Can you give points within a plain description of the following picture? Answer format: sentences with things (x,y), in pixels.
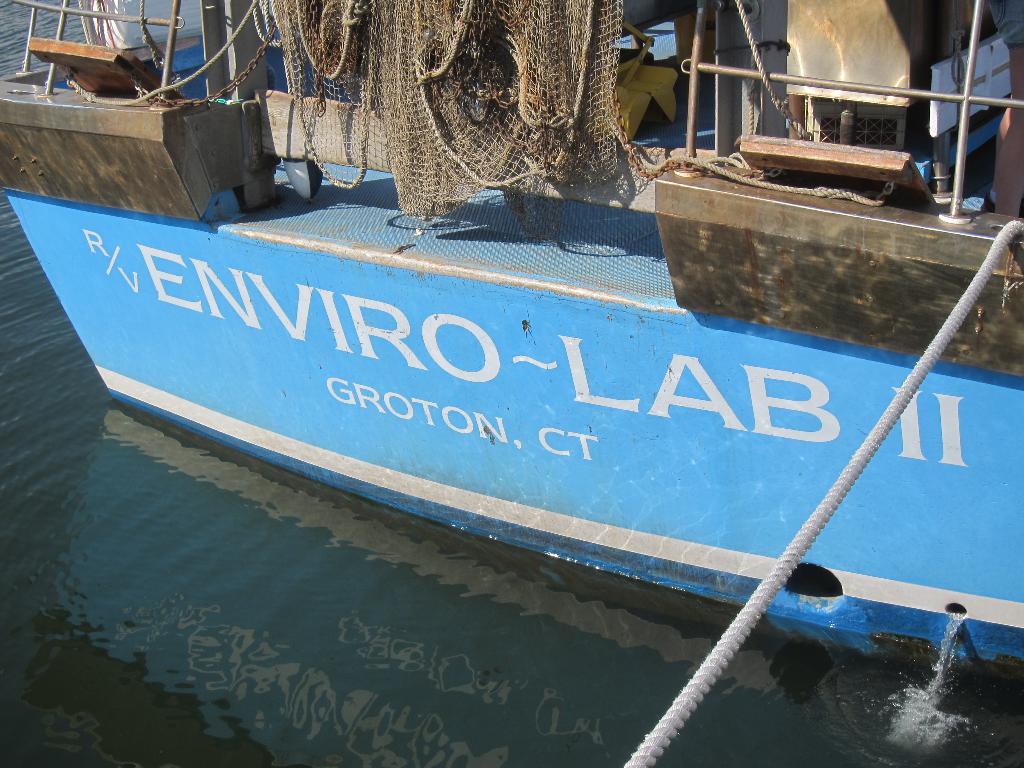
In this image at the bottom (142,613) there is a sea (99,509), and in the foreground (384,326) there is a ship (784,237) and in a ship (804,270) there is a net (567,140), ropes (704,158), poles (739,124) and chains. And on the right side of the image (724,635) there is a rope (762,605).
